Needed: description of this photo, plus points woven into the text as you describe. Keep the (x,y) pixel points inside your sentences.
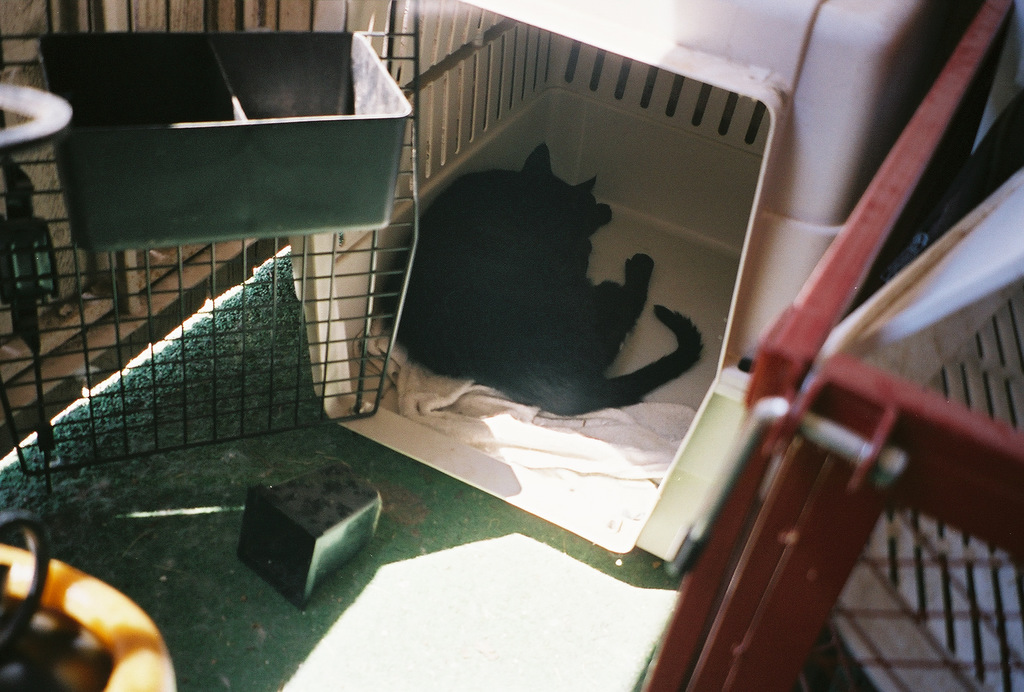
There is a cat (544,279) laying on surface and we can see towel (433,380). We can see box (196,211) on mesh (214,385).
